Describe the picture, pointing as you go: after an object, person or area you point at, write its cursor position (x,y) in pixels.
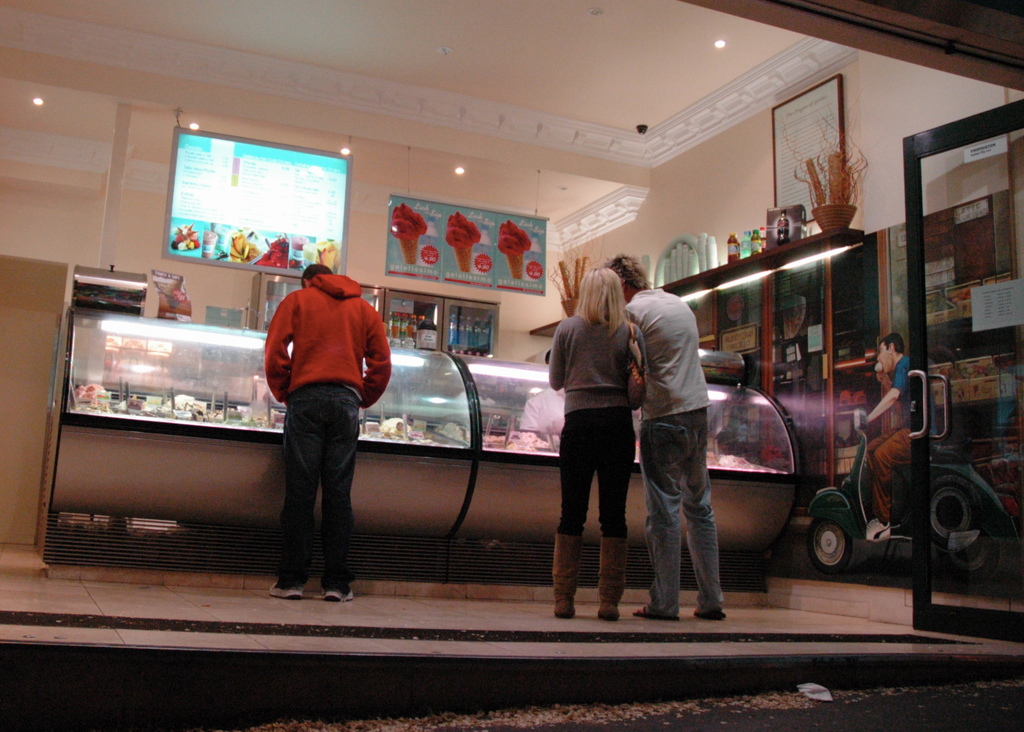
In the picture we can see inside the ice cream parlor (916,234) with two glass desks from it, we can see some flavors of ice cream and a man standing near it and watching it and beside him we can see two people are also standing, and behind the desk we can see a rack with a glass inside it, we can see some cool drinks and beside it, we can see another rack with some things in it and on the top of the rack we can see some cups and to the wall (668,231) we can see a board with a menu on it and to the ceiling (138,122) we can see some lights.
